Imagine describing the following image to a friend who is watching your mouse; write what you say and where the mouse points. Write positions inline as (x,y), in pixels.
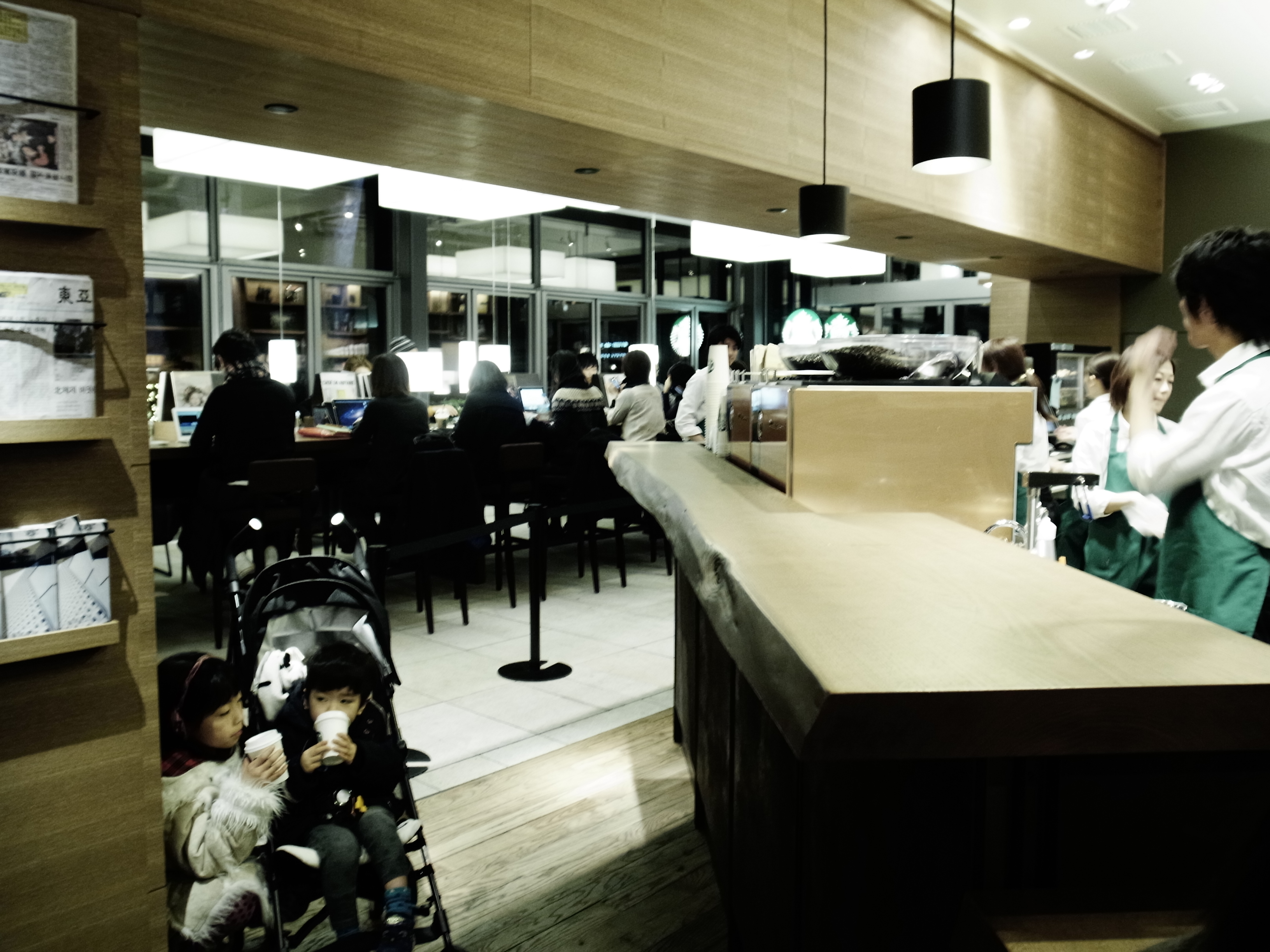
In this picture there are some people (365,450) sitting in the chairs (506,459) in front of a computer (535,410) on the table (347,432). There are some people (1119,500) standing near the desk (725,602) here. Two children (361,694) were sitting in the left side (276,755). There are two lights (934,141) and in the background (875,157) there is a wall (909,157) and a glass doors (472,298) here.
